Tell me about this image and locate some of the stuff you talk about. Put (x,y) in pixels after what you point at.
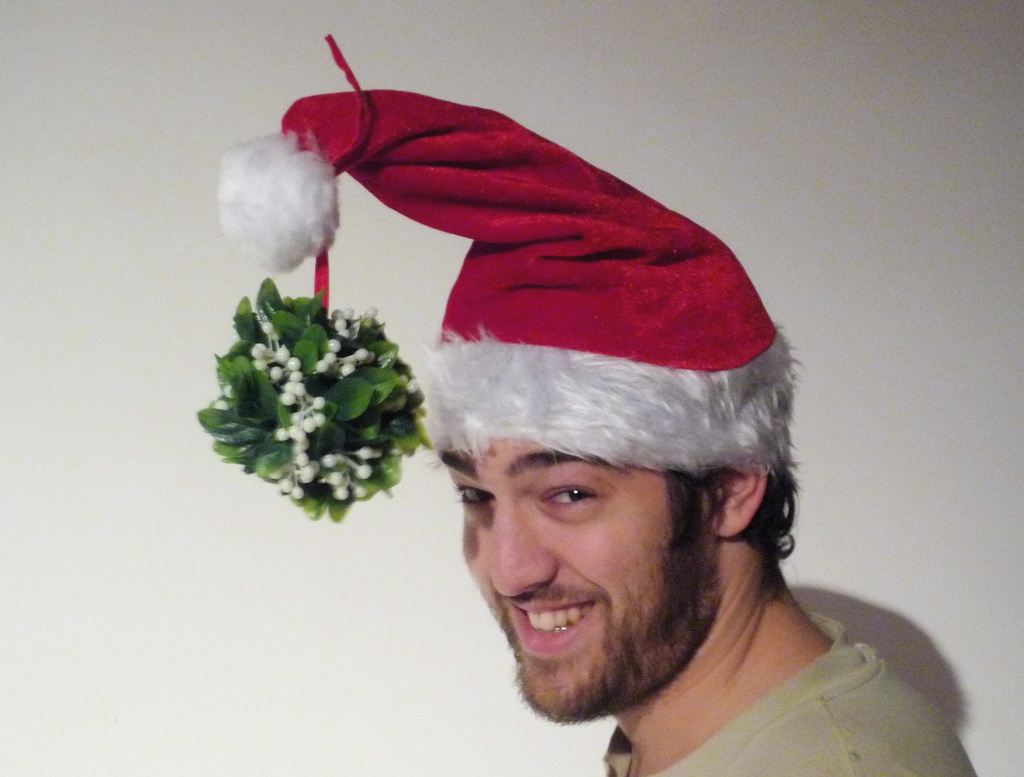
On the right side (765,546), there is a person (875,652) in a gray color T-shirt (825,748), wearing a red color cap (478,218) and smiling. On the left side (331,331), there are green color leaves (338,513) and white colored flowers (320,401) connected to the tail (317,159) of this cap (333,144). And the background (460,676) is white in color.
